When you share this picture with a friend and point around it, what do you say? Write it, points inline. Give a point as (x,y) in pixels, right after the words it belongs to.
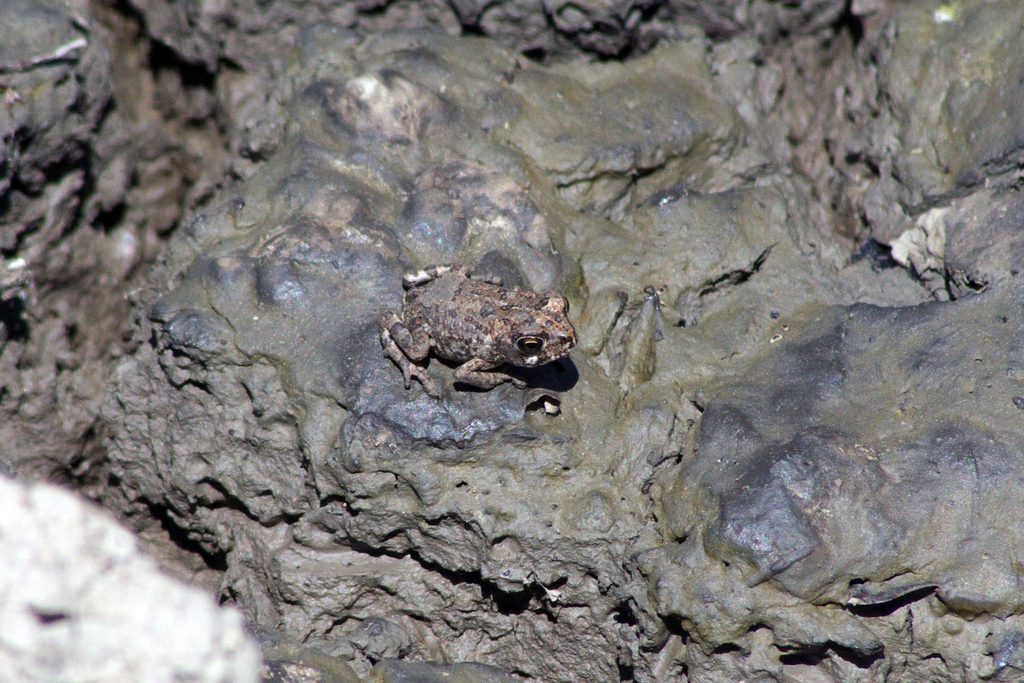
Here we can see a frog (409,274) on the mud (243,258). On the left (8,564) at the bottom corner (113,593) there is an object (51,673).
